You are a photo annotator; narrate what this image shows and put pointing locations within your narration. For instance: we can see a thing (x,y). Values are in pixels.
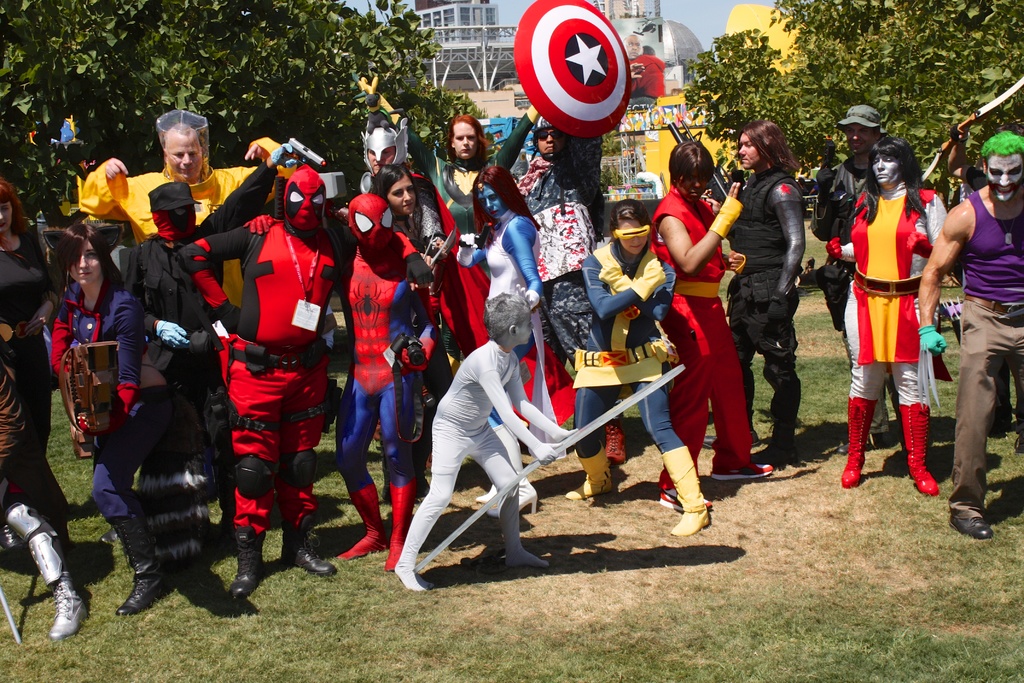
At the bottom of the image (454,563) there is grass (454,563). In the middle of the image (499,431) few people (960,401) are standing and holding something in their hands (959,125). Behind them there are some trees (985,127) and buildings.
